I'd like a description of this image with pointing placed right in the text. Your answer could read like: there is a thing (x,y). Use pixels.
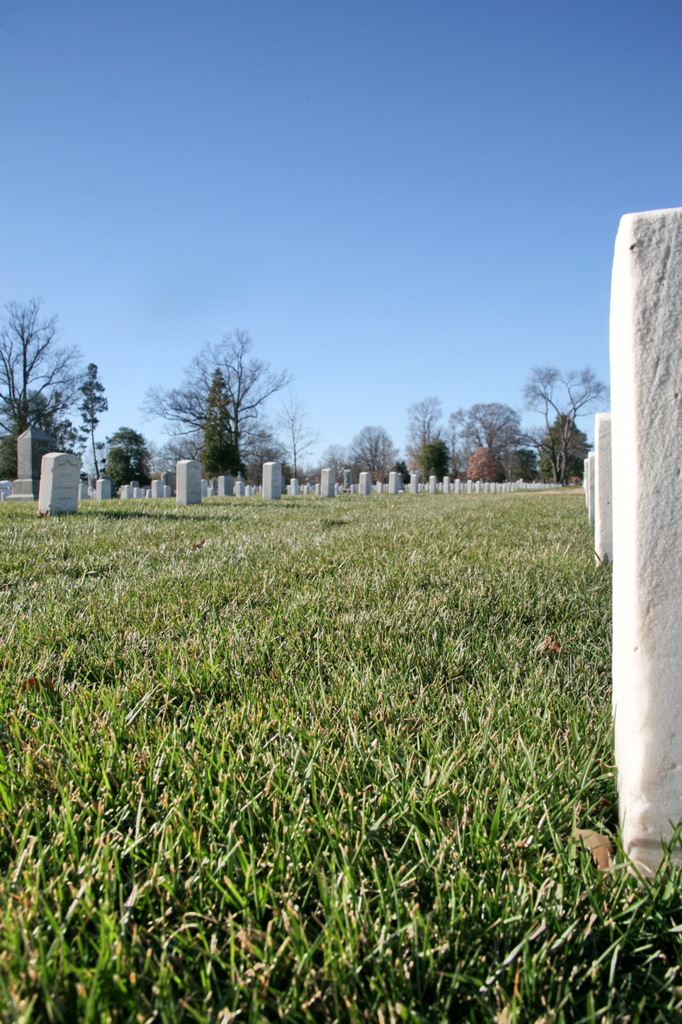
In this image we can see grassy land (286,649) and graveyard (656,516). In the background (247,484), we can see trees (358,436). At the top of the image (524,248), we can see the sky (213,115).
